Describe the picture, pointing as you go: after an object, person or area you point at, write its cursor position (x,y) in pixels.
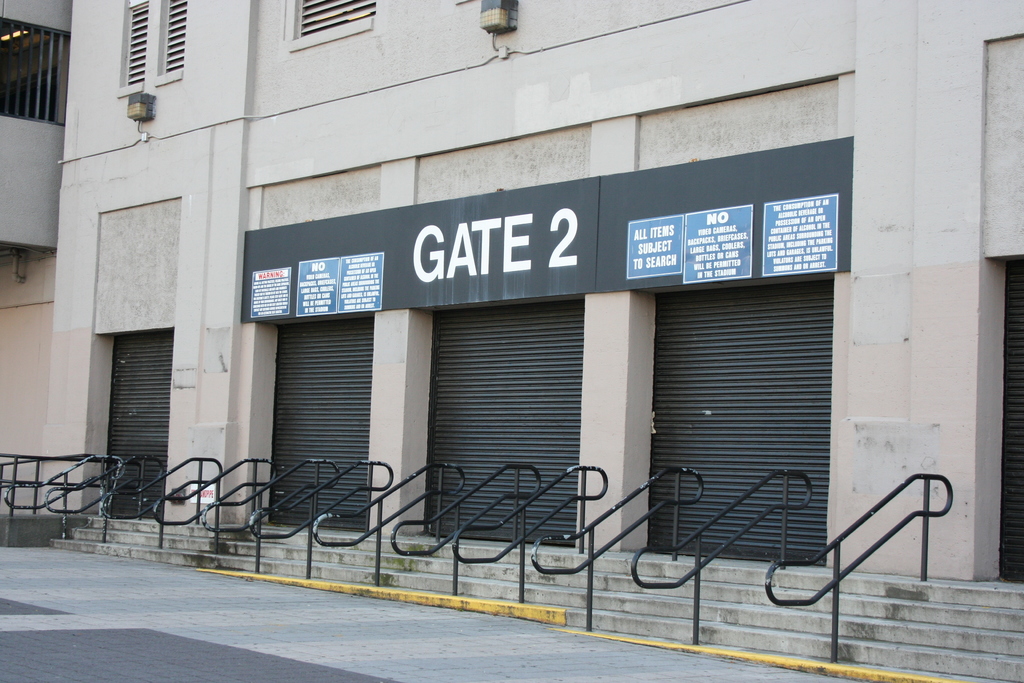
In this picture we can observe black color railing (101,507) in front of this building (170,266). We can observe four black color shutters (556,385) and a board (385,289) on which there are six papers (667,253) stuck. The building (410,95) is in cream color. We can observe a path (212,638) in front of this building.
